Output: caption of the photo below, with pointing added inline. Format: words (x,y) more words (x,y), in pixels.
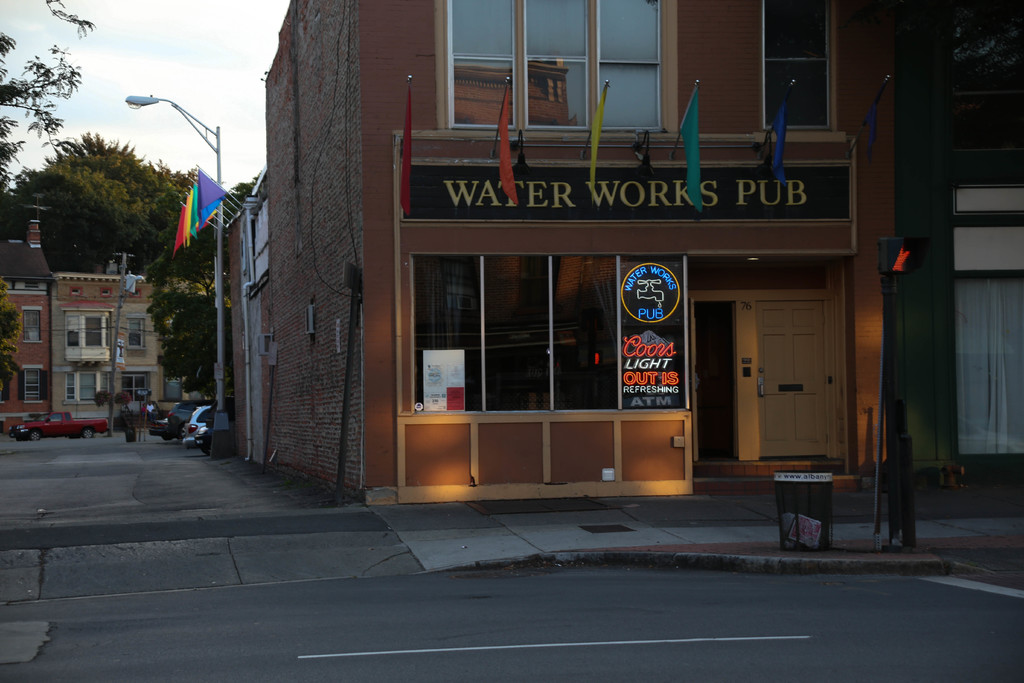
In this image we can see the road (532,609), trash can (816,492), pole (893,280), LED lights (650,373), board (482,213), flags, glass windows (560,115) and the brick building (278,381) here. In the background (229,381), we can see light poles (221,228), trees (95,239), vehicles (47,425) parked on the road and the sky (144,118) with clouds (192,79).
